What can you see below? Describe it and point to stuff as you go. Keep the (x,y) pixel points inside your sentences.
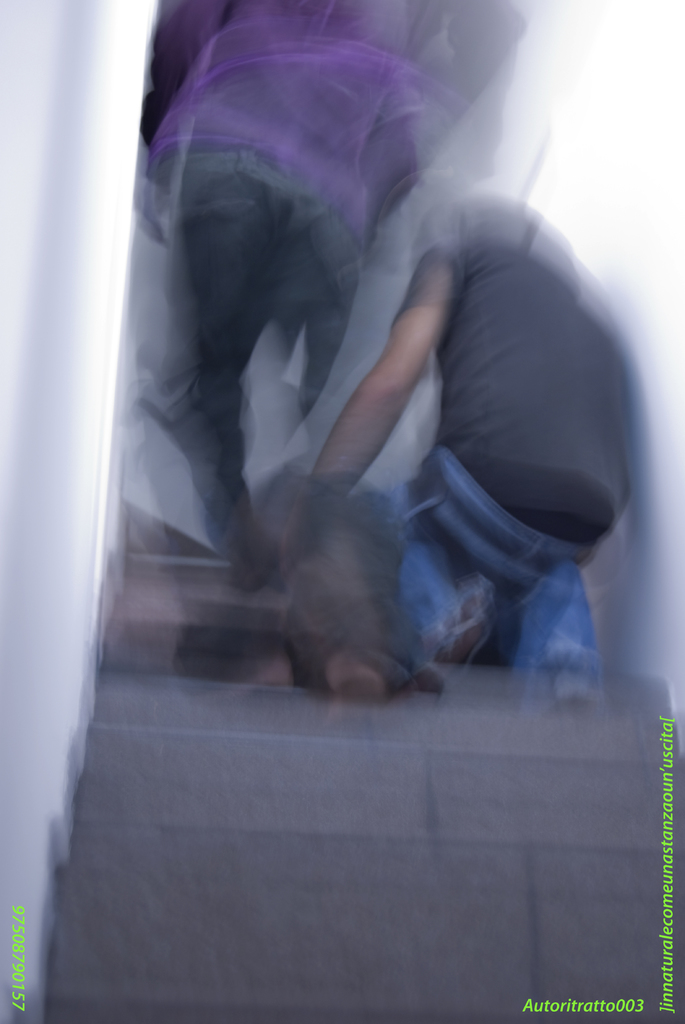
In this image I can see people (326,326) on steps (441,791). Here I can see steps (631,856). The image is not clear.
